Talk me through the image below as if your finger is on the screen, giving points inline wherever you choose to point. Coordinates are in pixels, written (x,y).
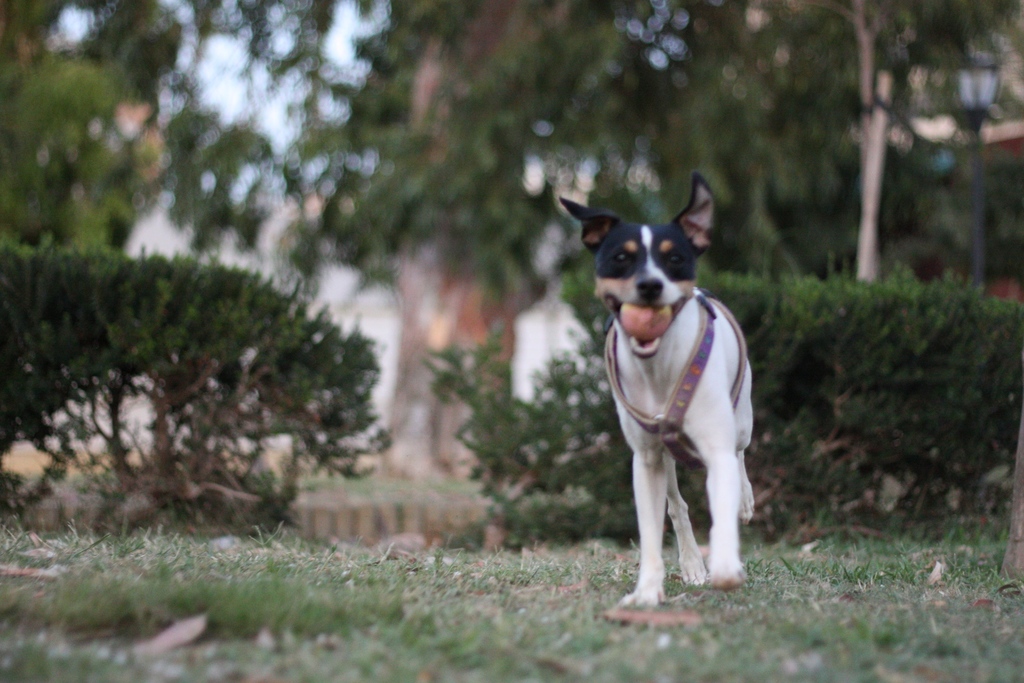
This is dog (697,415), there are green color trees (820,243).
